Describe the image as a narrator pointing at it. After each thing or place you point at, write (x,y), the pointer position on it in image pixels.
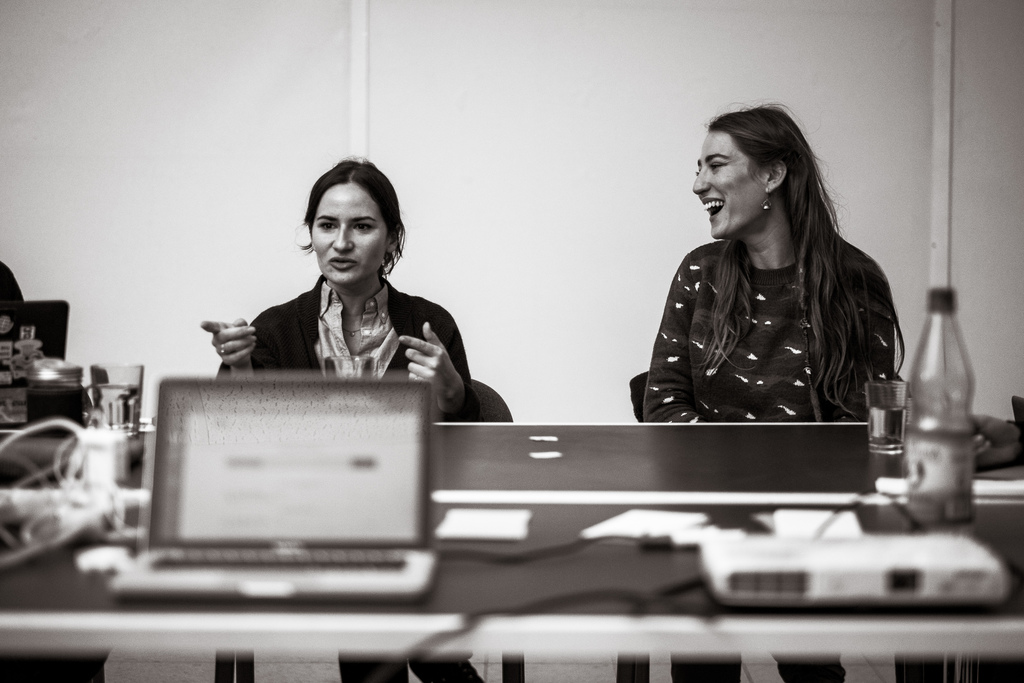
In this picture we can find two women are sitting on the chairs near the table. On the table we can find a system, bottle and some electronic items (14,510) on it. In the background (490,231) we can find wall (475,231).
